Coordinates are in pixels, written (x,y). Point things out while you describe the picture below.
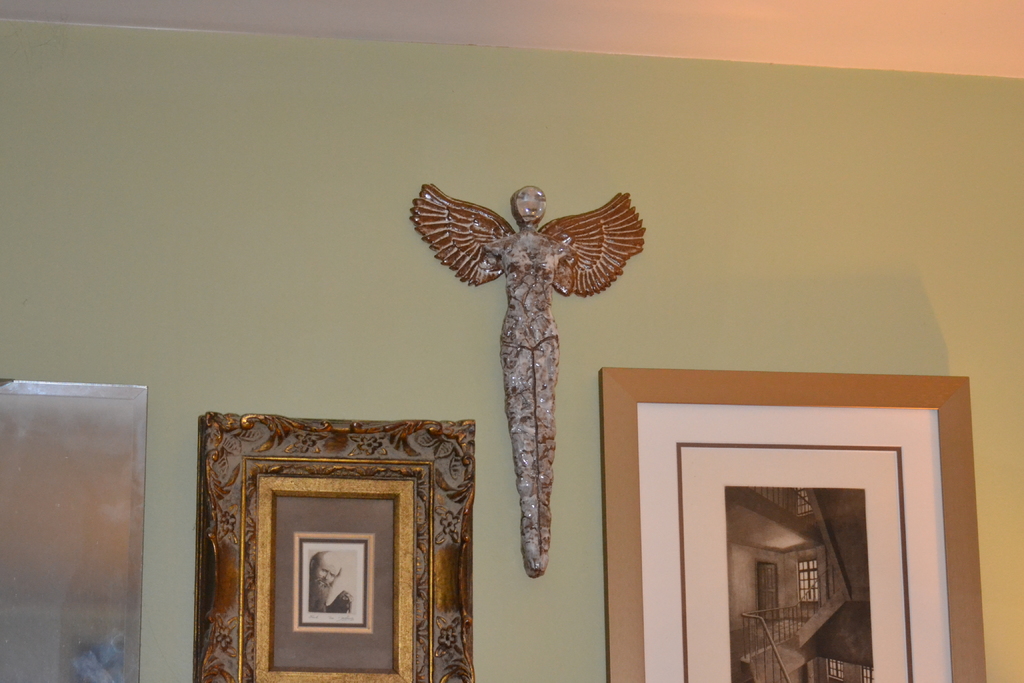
In this picture I can see couple of photo frames (430,510), a statue (458,200) on the wall (595,674) and looks like a metal frame (96,444) on the left side of the picture (60,623).
